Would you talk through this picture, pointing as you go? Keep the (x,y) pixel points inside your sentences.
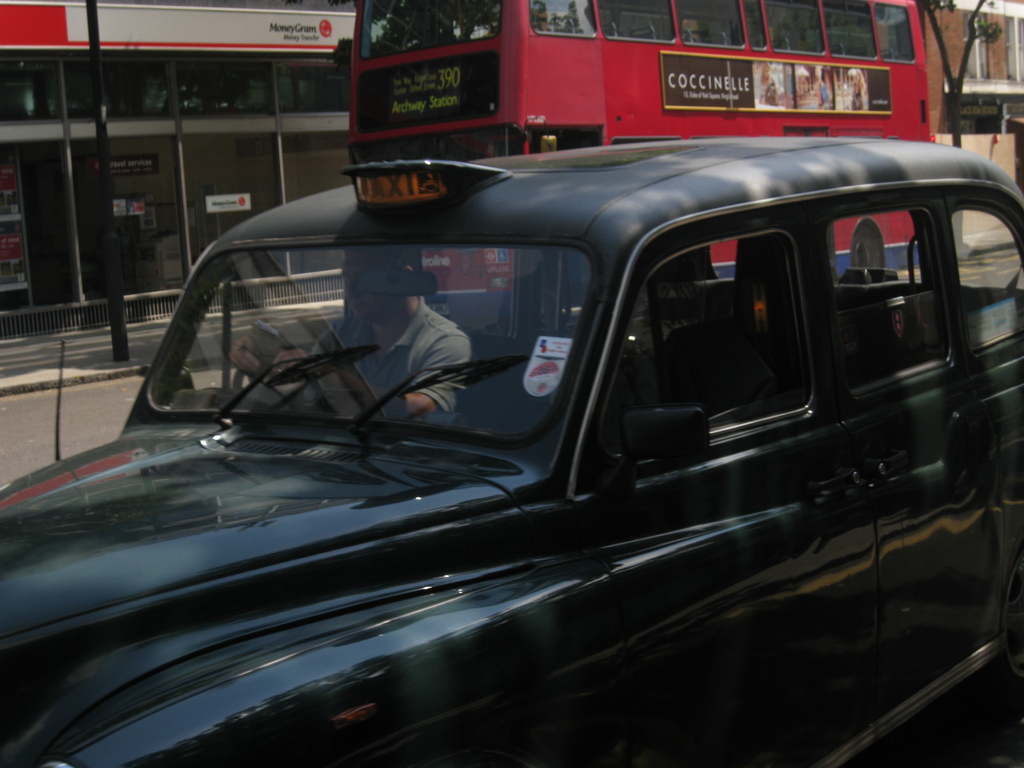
In this picture there is a man (426,353) riding a black car (586,153). In the background (414,56) there is a bus (477,50), building (298,69) and a tree (938,40).
